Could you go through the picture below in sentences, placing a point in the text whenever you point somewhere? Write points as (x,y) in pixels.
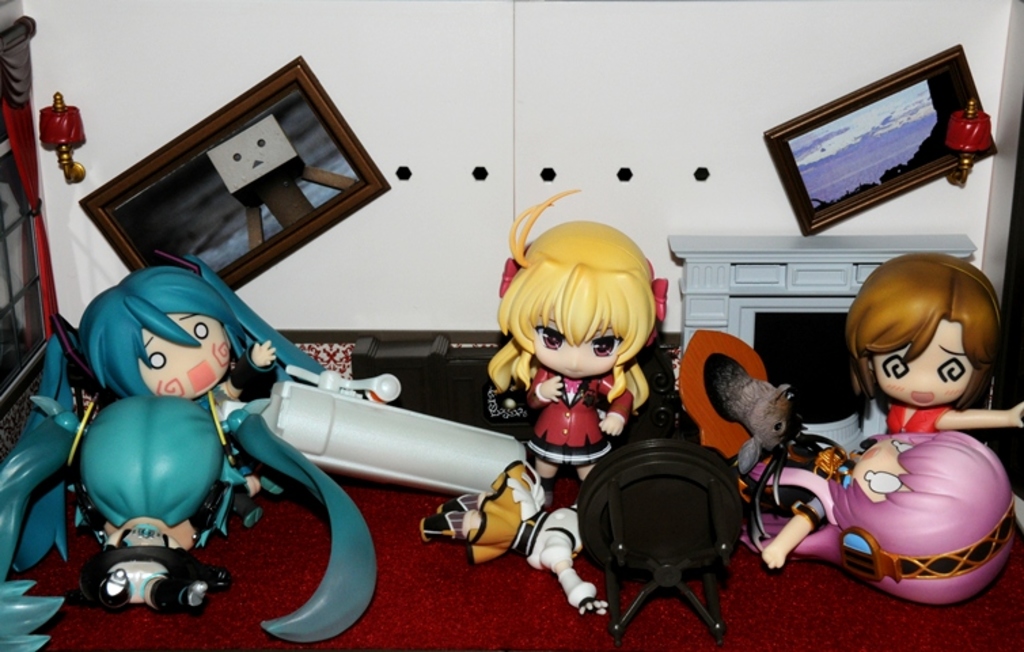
In this image, we can see some toys (513,527), there is a white color wall (418,15) and we can see some photos (858,136) on the wall (956,29).
